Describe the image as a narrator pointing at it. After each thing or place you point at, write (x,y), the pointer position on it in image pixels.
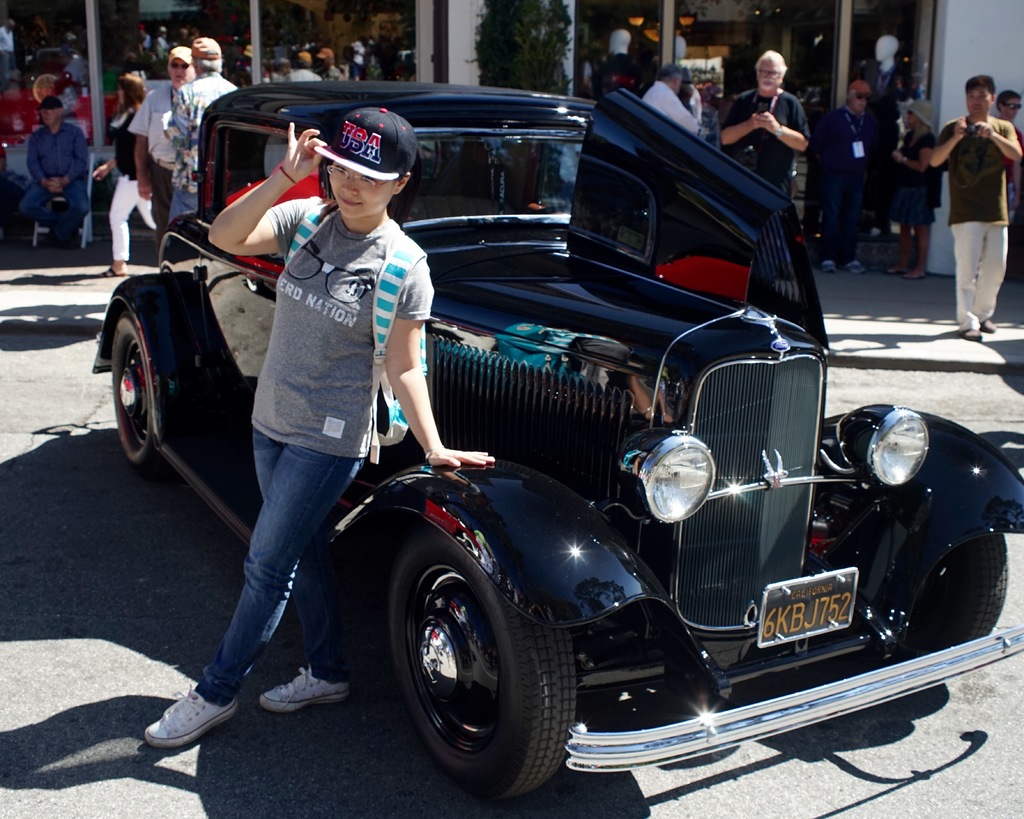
In the image in the center (459,381) we can see one vehicle (582,300) on the road (227,593) and we can see one person (286,500) standing. In the background (249,79) there is a wall (1017,67), glass (643,48), banners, chair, mannequins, few people (767,92) were standing and few other objects (545,43).
